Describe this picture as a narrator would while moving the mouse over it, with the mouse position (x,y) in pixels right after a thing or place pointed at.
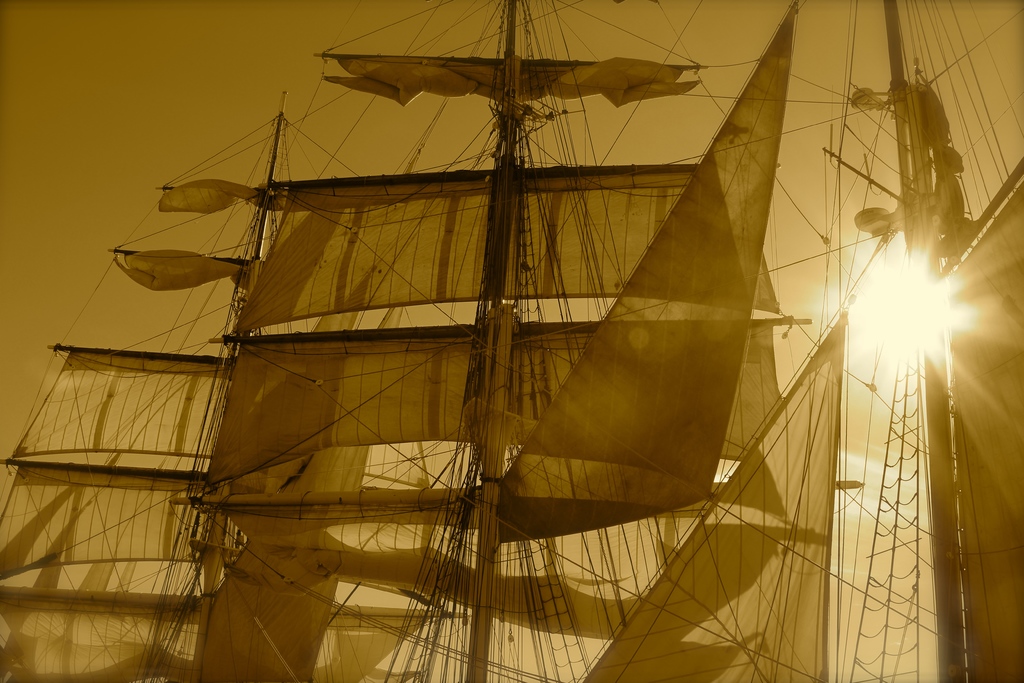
In this picture there are boats (634,436) and there are poles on the boats (370,490) and there are clothes (747,543) on the poles (904,228) and there are tapes (588,265). At the top (692,154) there is sky (688,37) and there is sun (882,288).
